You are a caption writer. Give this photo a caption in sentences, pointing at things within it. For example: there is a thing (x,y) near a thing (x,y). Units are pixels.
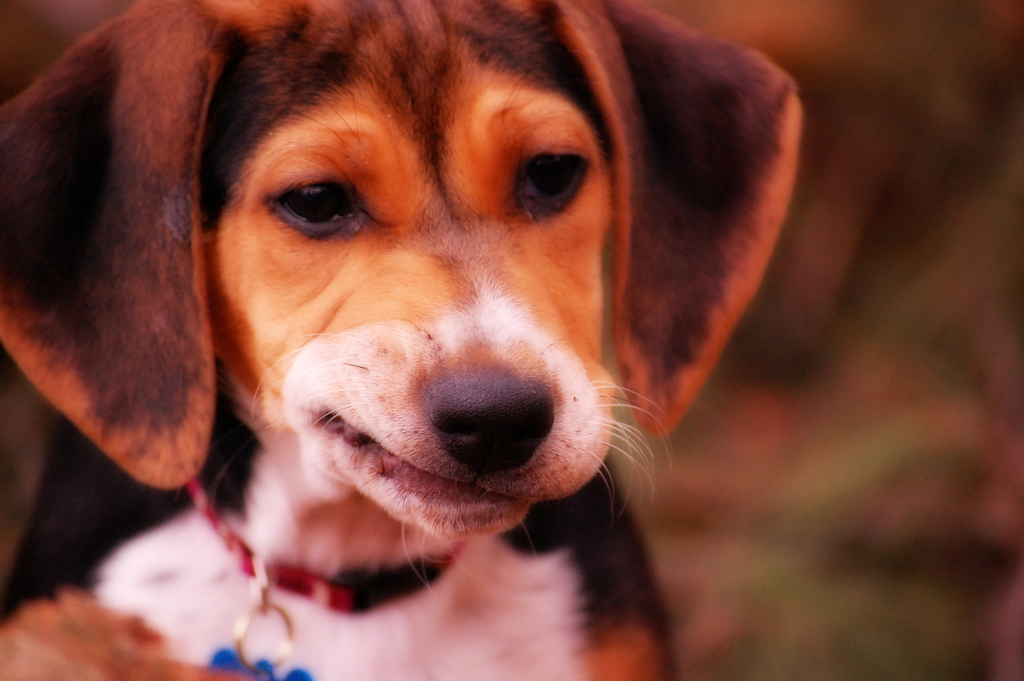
In this image, we can see a dog (483,511) wearing a belt (385,595) with blue locket (260,666). Background (916,40) there is a blur view.
